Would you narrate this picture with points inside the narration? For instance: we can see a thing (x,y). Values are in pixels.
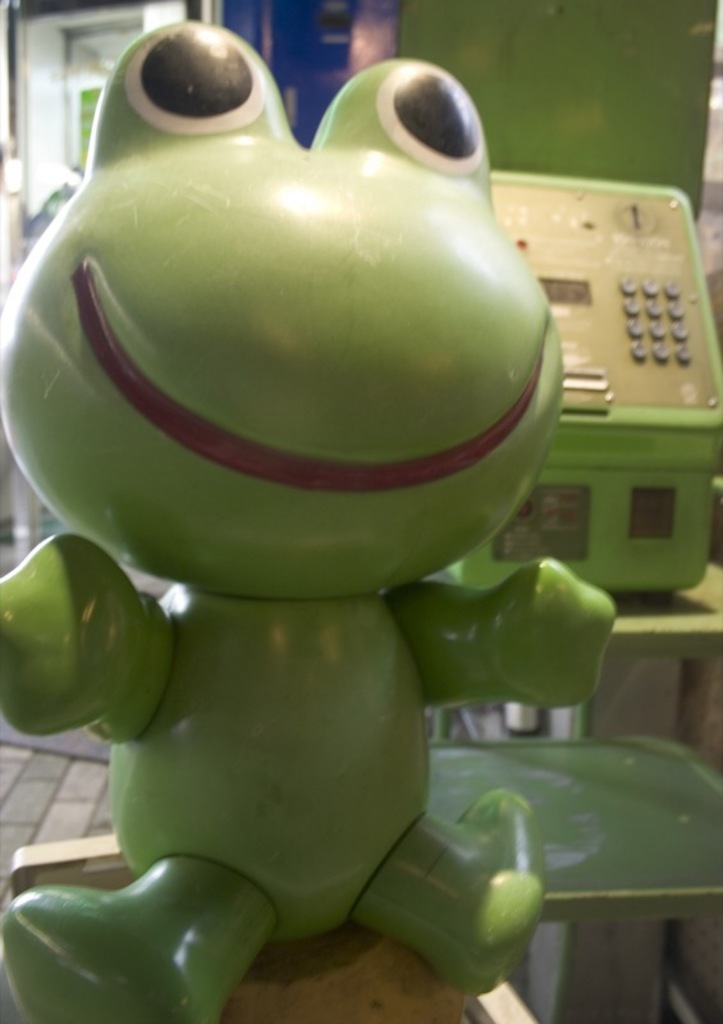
In this picture we can see a toy (189,718) and a machine (699,302) in the background (713,336).
